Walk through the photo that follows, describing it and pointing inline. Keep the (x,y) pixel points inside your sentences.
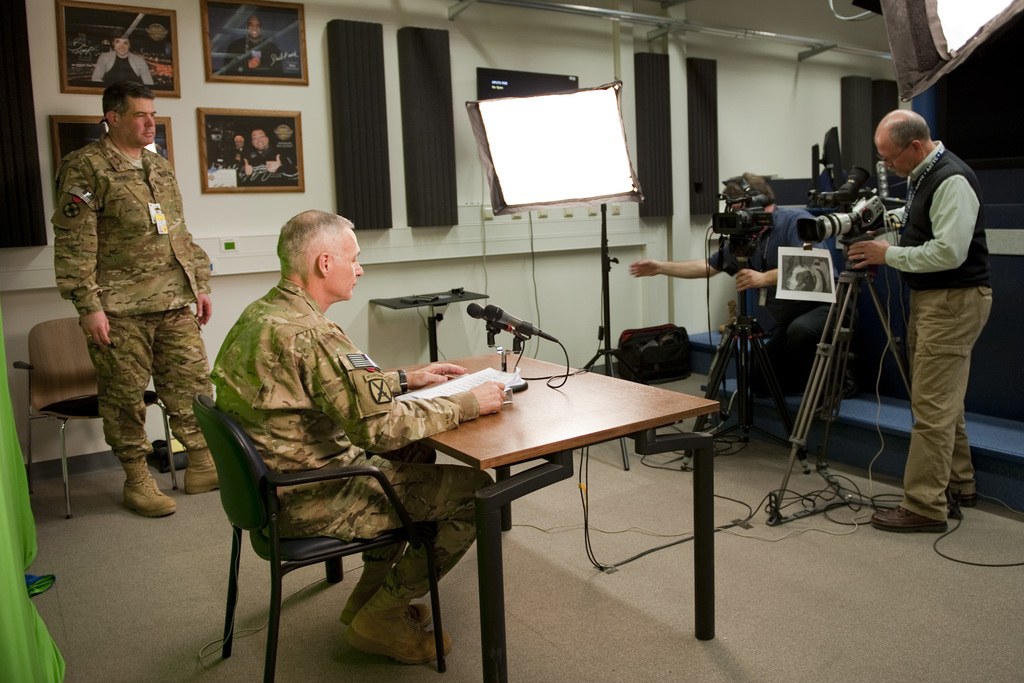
The picture is taken inside a room (552,550). In the middle (342,412) there is a man (317,398) sitting on chair (310,553). In front of him there is a table (505,430). On the table (528,415) there is a mic (513,325) and papers (466,384). in front of the man (299,393) there are two other men (794,237). They are clicking picture. In the background (227,159) in the wall (181,39) there are photograph (250,45) hanged in the wall (194,110). There is another person (118,206) standing in the left side of the image (94,243). The floor (872,615) is having one carpet (955,610). In the top right corner (993,13) there is light (938,23).
